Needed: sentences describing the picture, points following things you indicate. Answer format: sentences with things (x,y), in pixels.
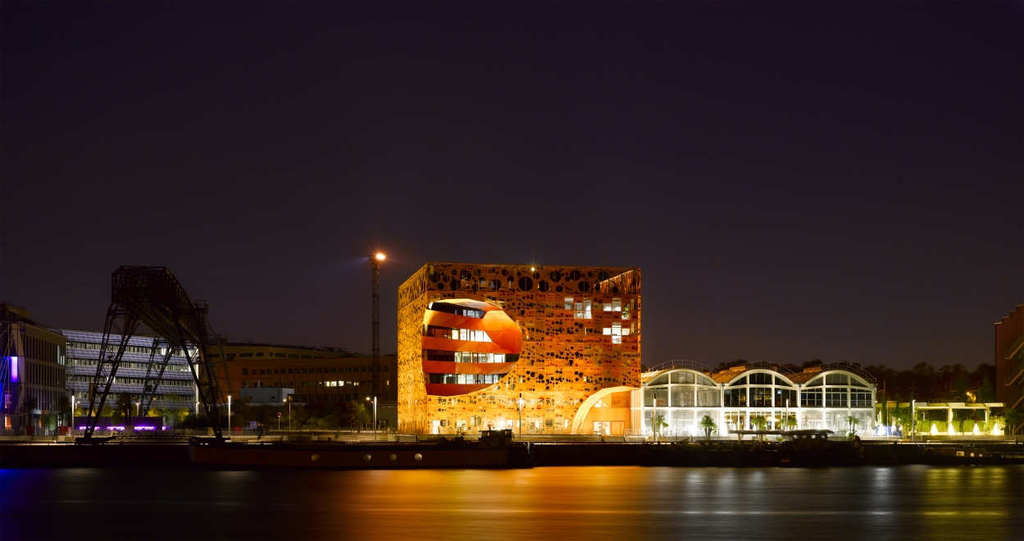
In this image, we can see buildings (420,361), trees (771,364), lights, poles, an architecture (198,362), boats (781,431) and we can see a fence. At the bottom (468,497), there is water (517,503) and at the top (452,124), there is sky (339,164).
